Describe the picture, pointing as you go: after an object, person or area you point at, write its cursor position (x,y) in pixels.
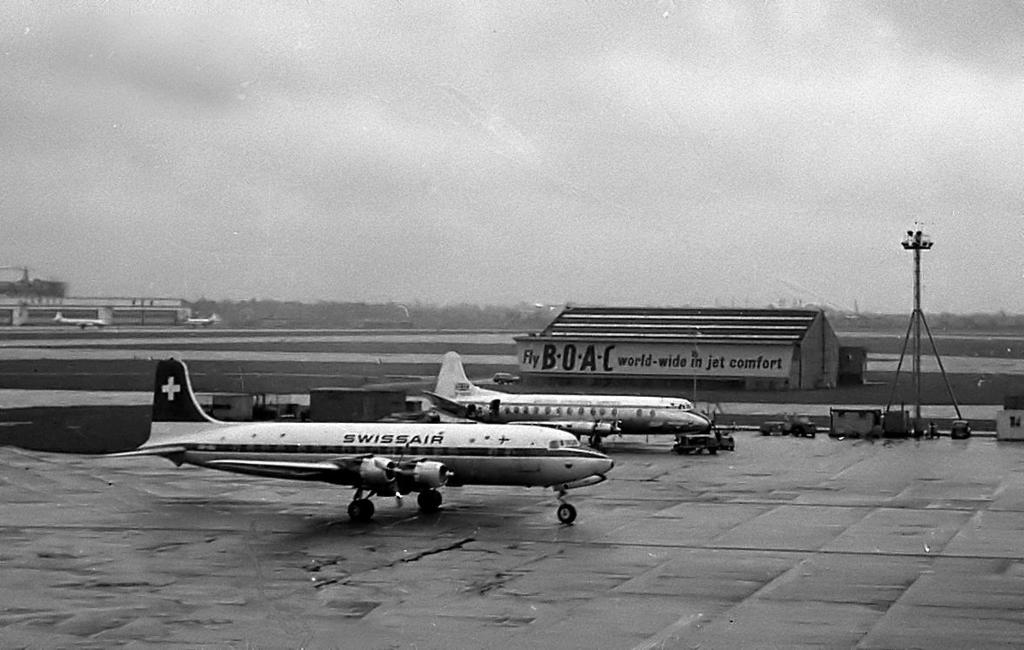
In this picture I can see many passenger planes (464,435) on the open area (588,487). Beside that I can see small vehicles (795,417). On the right (847,432) I can see the stand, steel box (895,430), street lights (918,427) and other objects (907,420). In the back (642,339) there is a shed (772,347). On the left (85,321) there is a plane (71,321) on the runway (389,361). beside that I can see another sheds (152,316). In the background (316,316) I can see many trees (334,316), plants (341,322) and grass (344,334). At the top (490,73) I can see the sky (456,159) and clouds (425,186).
